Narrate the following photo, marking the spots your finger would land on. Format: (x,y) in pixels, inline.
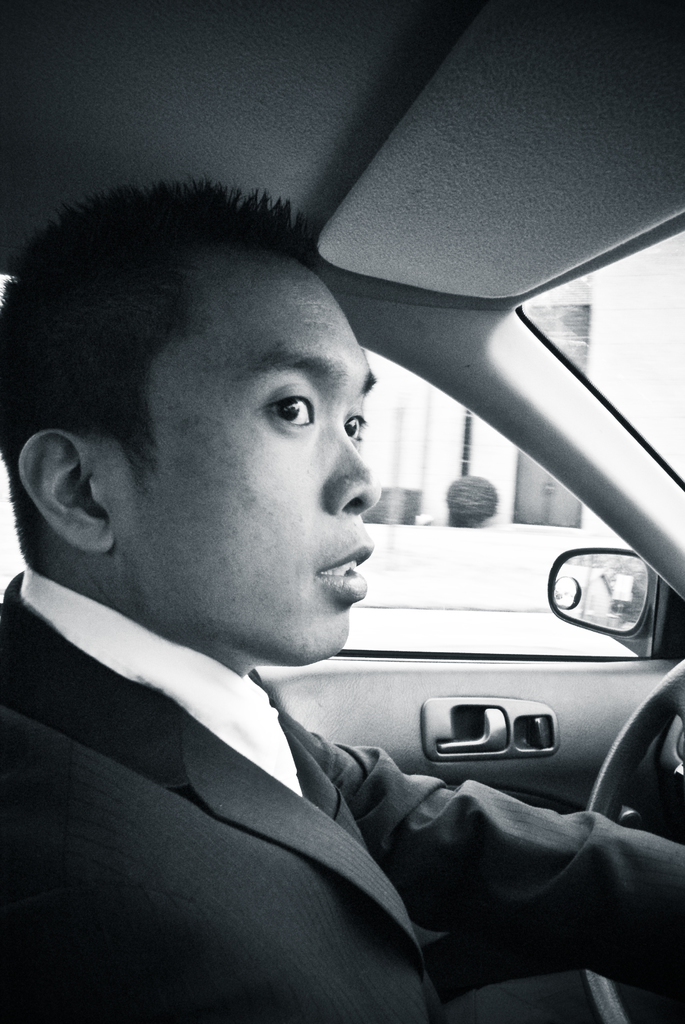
A man (216,891) is sitting inside the car (394,161). he is wearing a coat (140,907) inside it he is wearing a white shirt (241,712). Through the window (431,530) we can see a building (441,420), plant (462,507). The door (508,715) is closed.
